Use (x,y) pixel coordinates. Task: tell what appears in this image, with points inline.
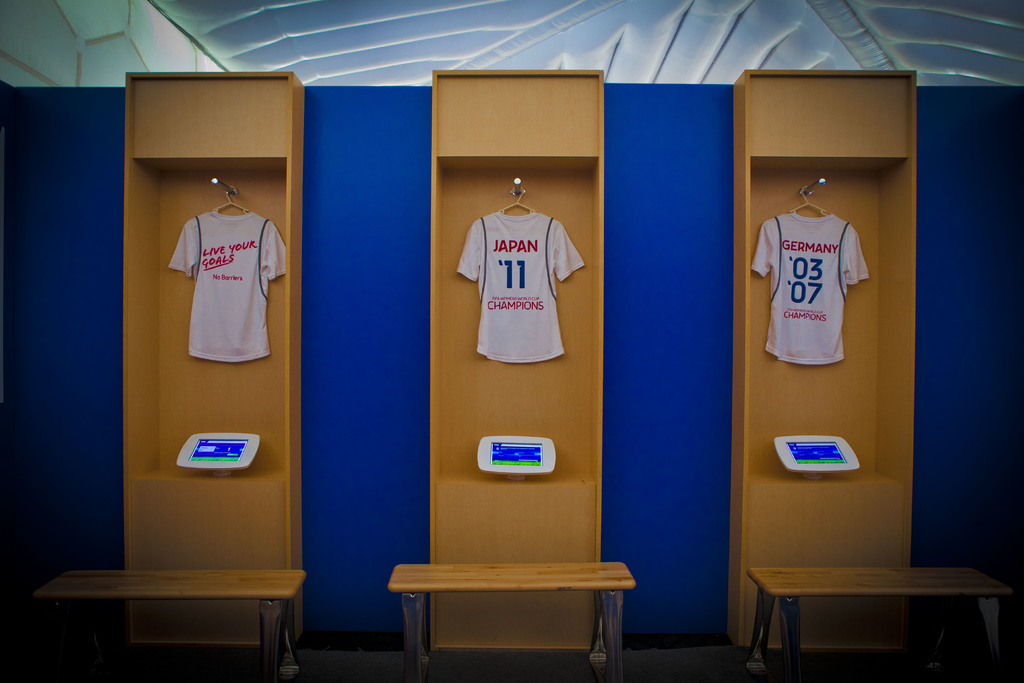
We can see furniture (433,404) attached with screens (519,443) and t shirts (249,245) are hanging on hangers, in front of these furniture (590,473) there are tables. On the background (371,283) we can see wall (380,271).
